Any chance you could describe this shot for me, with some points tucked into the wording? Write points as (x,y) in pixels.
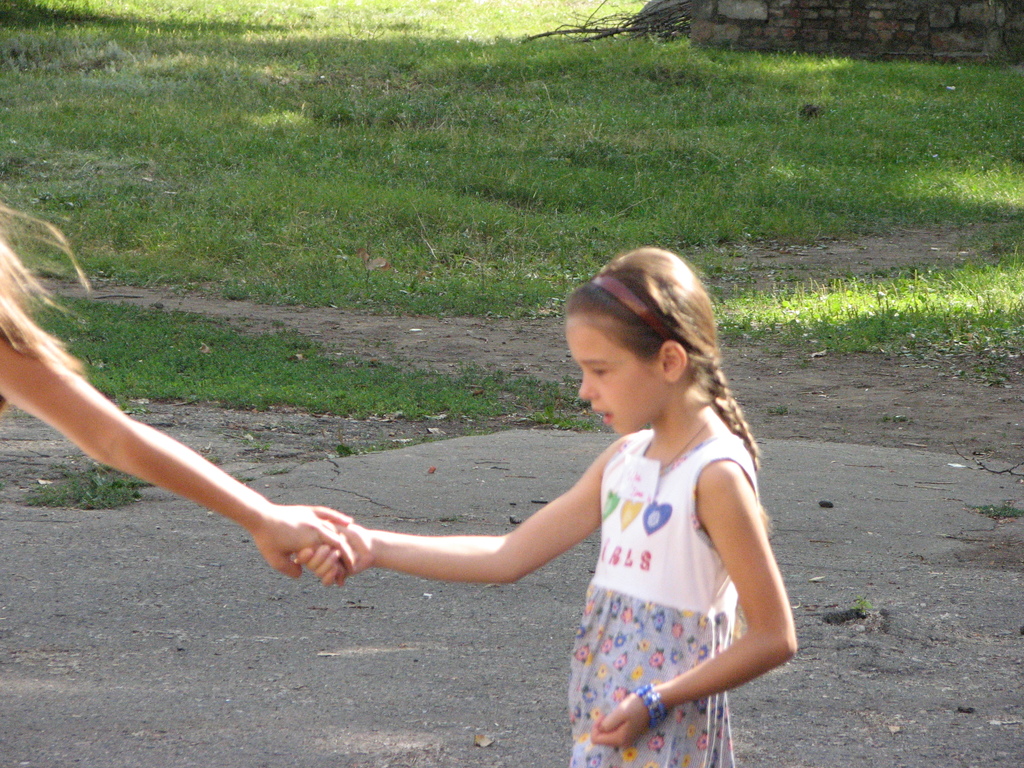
In the front of the image (612,415) there is a girl (653,401) and a person's hand (349,521). In the background of the image (484,188) there is a wall (746,11), branches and grass (177,64).
